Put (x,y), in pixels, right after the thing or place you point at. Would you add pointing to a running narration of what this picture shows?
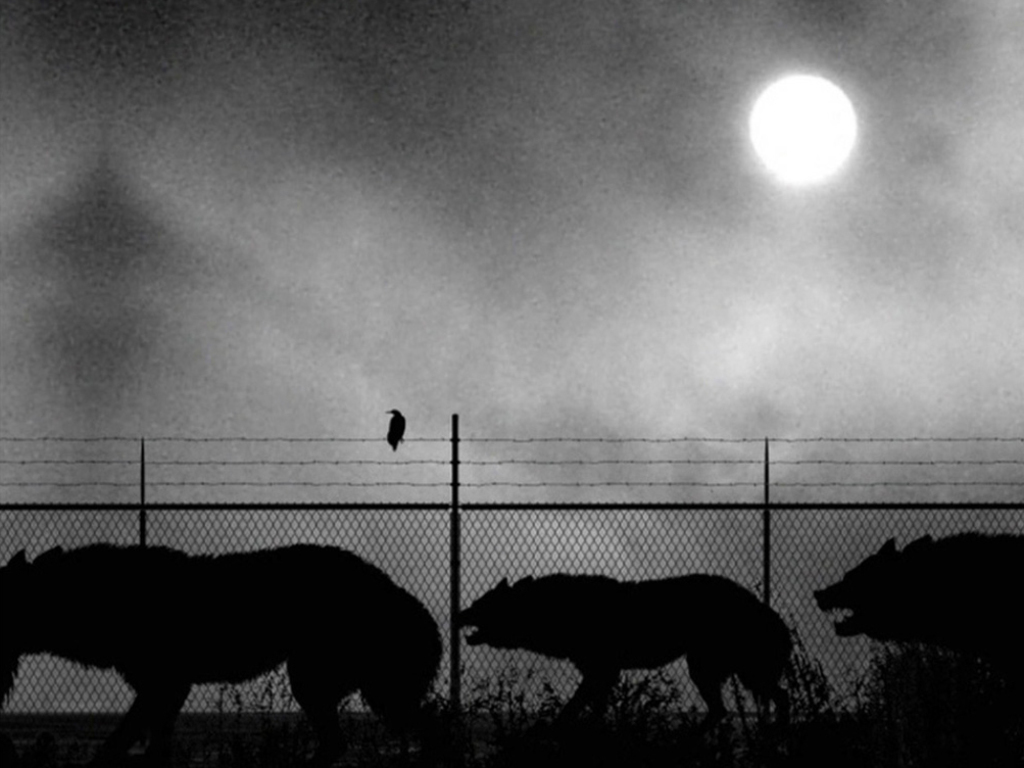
In this image there is the sky (862,114), there is the moon (799,114) in the sky (898,99), there is a fencing (472,510) truncated, there is a bird (399,426) on the fencing (827,646), there are animals (894,624), there is an animal (36,604) truncated towards the left of the image (26,595), there is an animal (879,589) truncated towards the right of the image (955,578), there are plants (593,723) truncated towards the bottom of the image (954,730).
